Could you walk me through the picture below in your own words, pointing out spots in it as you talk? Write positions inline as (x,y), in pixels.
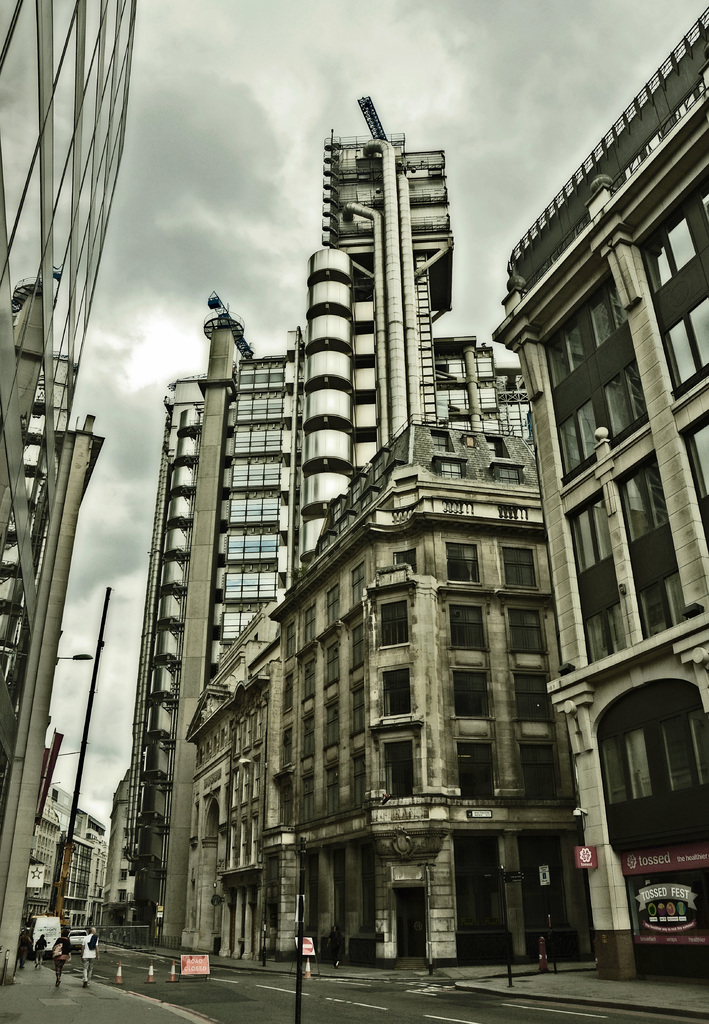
In this image there is a road (253,1006) in the middle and there are tall buildings (250,417) on either side of the road (232,999). On the road (232,989) there are vehicles (47,921). On the foot path (66,993) there are few people (39,959) walking on it and there are street lights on the footpath (87,996). At the top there is sky (126,474).
